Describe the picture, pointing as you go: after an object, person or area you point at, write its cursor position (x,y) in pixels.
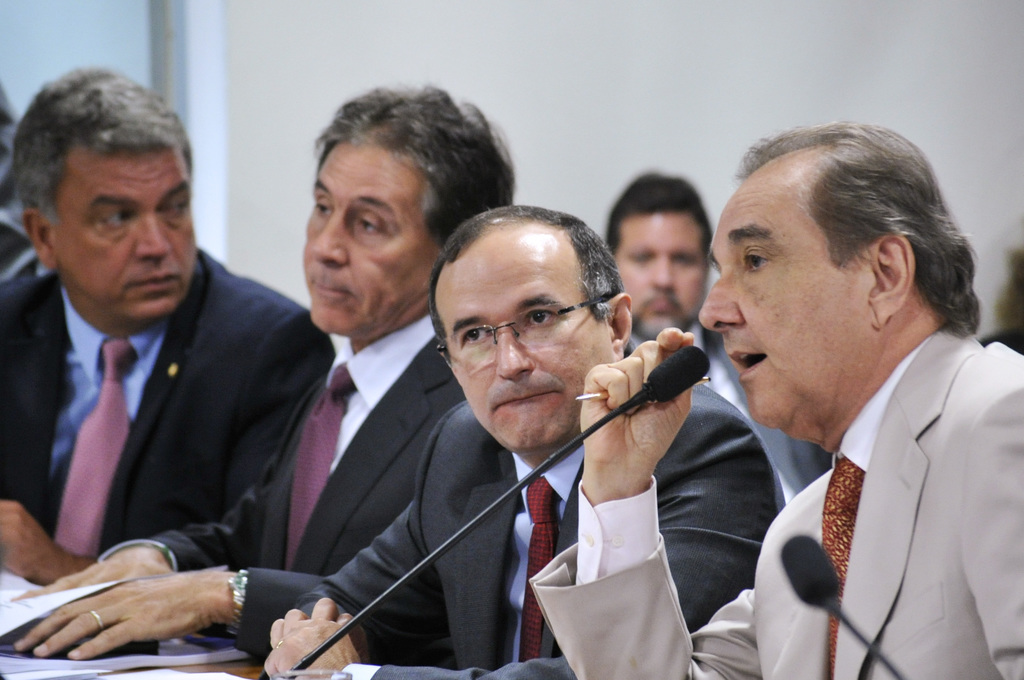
In this image there are some people (61,460) sitting and at the bottom left side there is a book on the table (240,662).
